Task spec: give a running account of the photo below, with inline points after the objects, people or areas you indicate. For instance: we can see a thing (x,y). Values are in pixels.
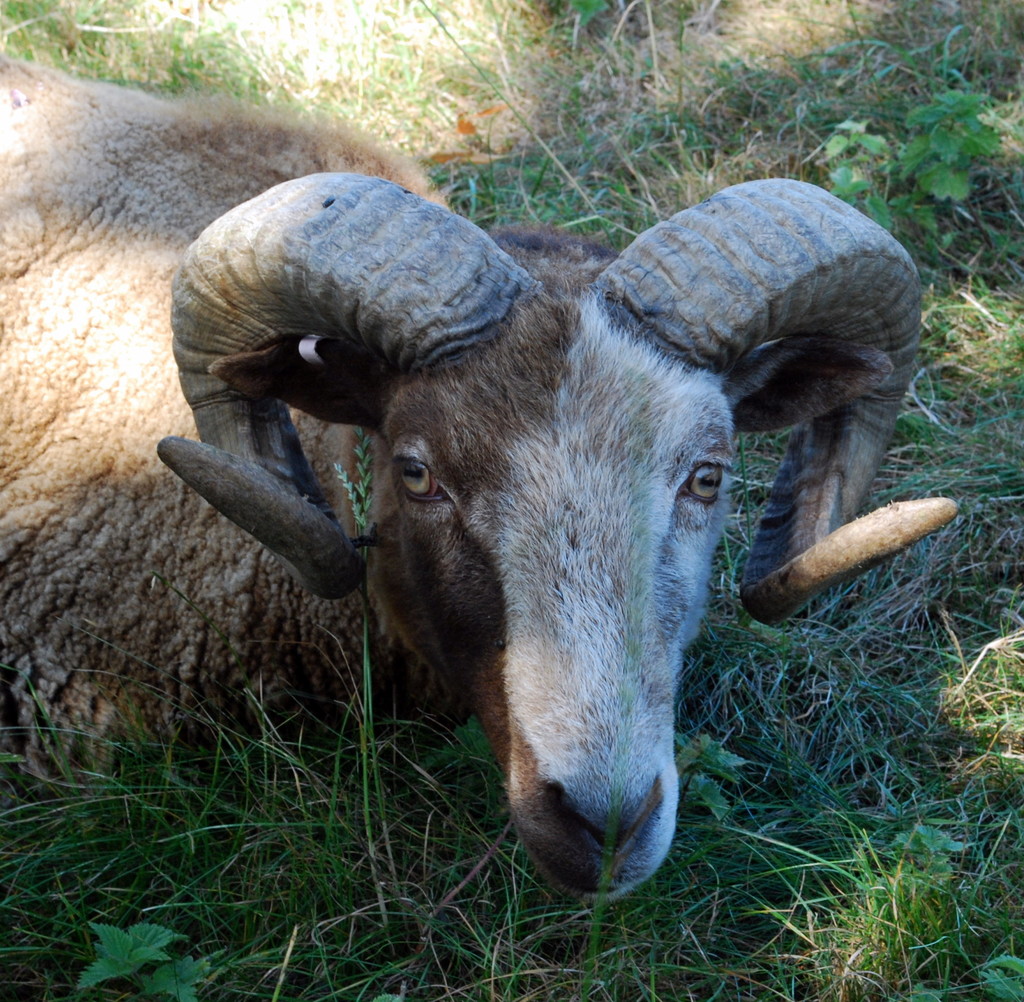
In this image there is a sheep (521,487) laying on a grassland (848,95).
